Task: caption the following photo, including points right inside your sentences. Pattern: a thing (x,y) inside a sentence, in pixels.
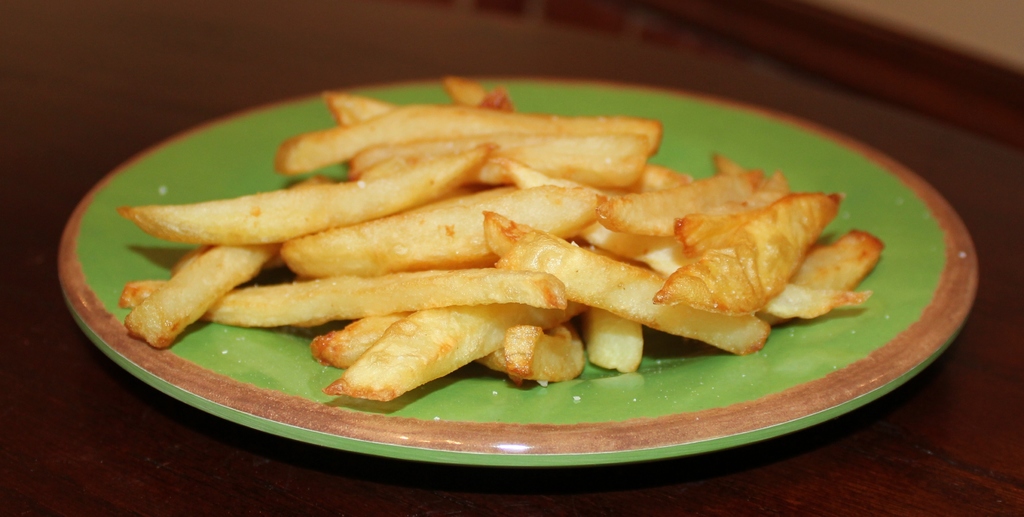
In this image, we can see some french fries (517,226) on the plate (590,384) which is colored green.
